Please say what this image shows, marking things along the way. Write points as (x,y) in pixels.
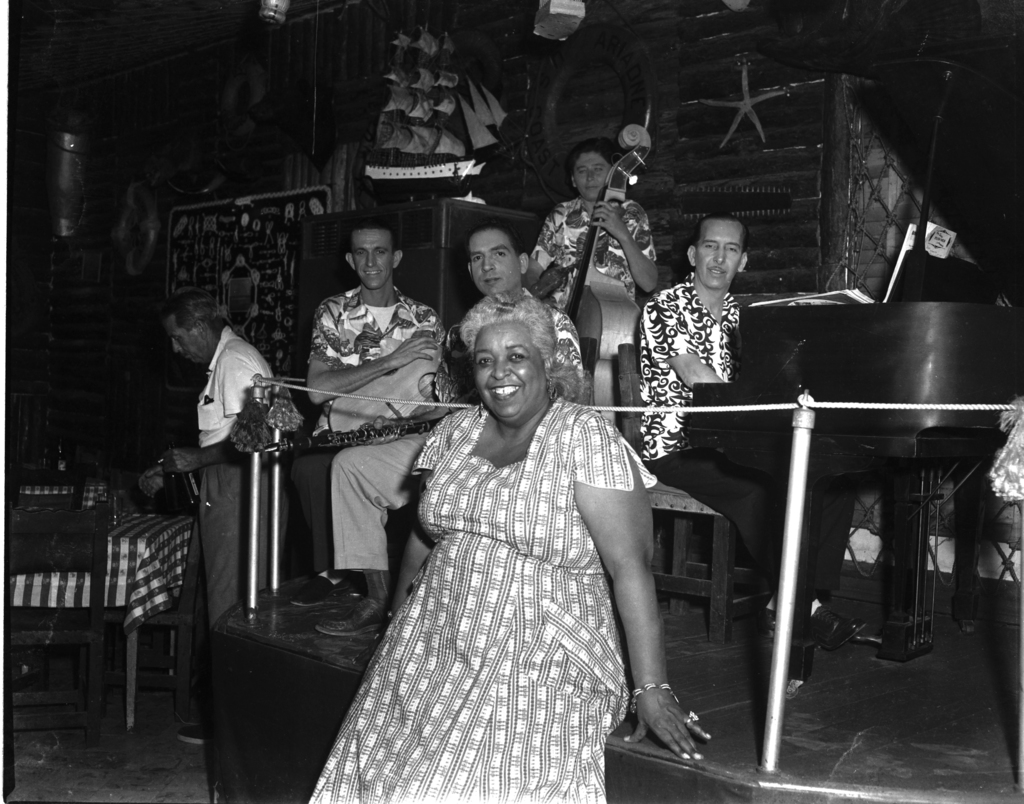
In this image we can see black and white picture of a group of persons (511,270). One woman (499,571) is sitting on the floor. one person (613,213) is holding a double bass (597,211) in his hands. One person (231,560) is wearing a white shirt (233,418) is standing on the floor (172,746). To the left side of the image (183,663) we can see a chair (181,638) and table (143,592). In the background (439,181), we can see a boat (433,152) placed on a cabinet (415,232) and a piano (940,374).
